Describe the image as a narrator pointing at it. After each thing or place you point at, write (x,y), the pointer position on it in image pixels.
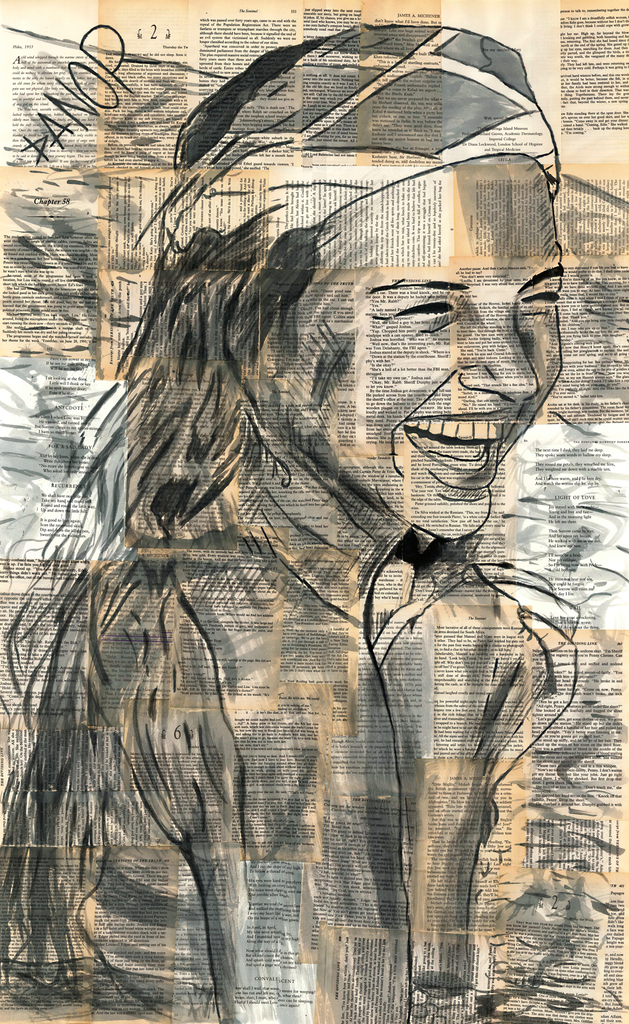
In the center of the image (317,537) we can see one poster (424,925). On the poster (536,658), we can see some drawing (525,689), in which we can see one woman (337,658) smiling. And we can see some text (339,650) on the poster (349,549).
